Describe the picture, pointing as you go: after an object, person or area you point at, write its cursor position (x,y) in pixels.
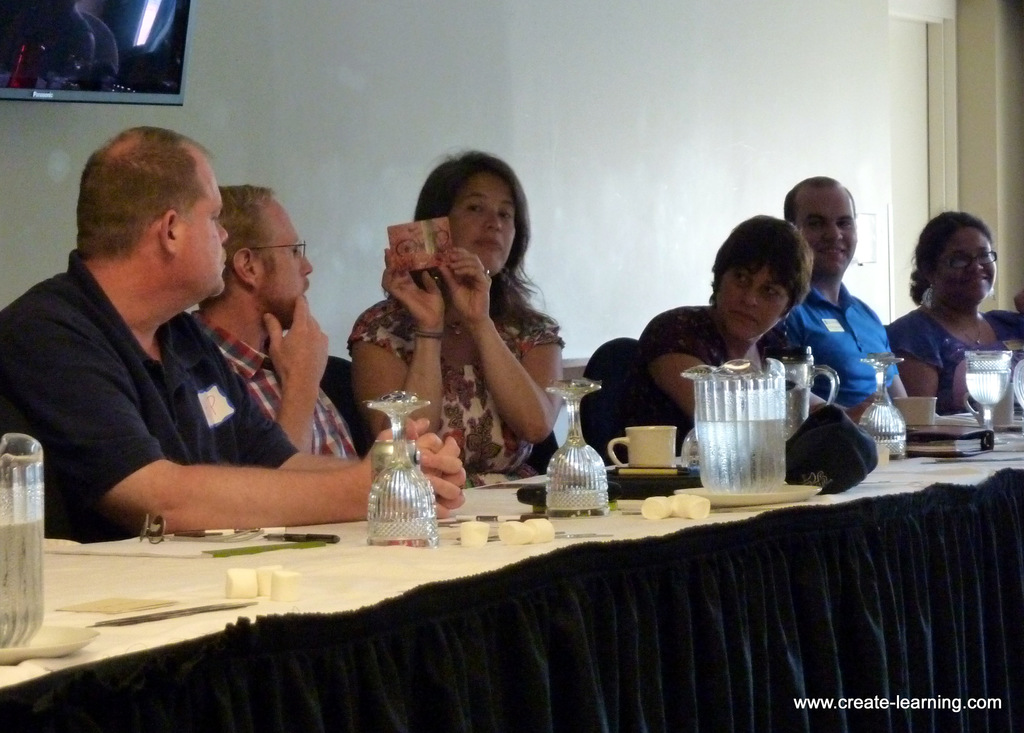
This picture shows few people (957,292) seated on the chairs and we see glasses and few water jugs (727,457) and tea cup (660,456) with a saucer (693,489) on the table (710,556) and we see a television (158,87) on the back (73,26) and we see text (824,705) at the bottom right corner of the picture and we see a cloth (770,621) to the table (142,646) and woman (528,332) holding some photo (430,266) in her hands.
